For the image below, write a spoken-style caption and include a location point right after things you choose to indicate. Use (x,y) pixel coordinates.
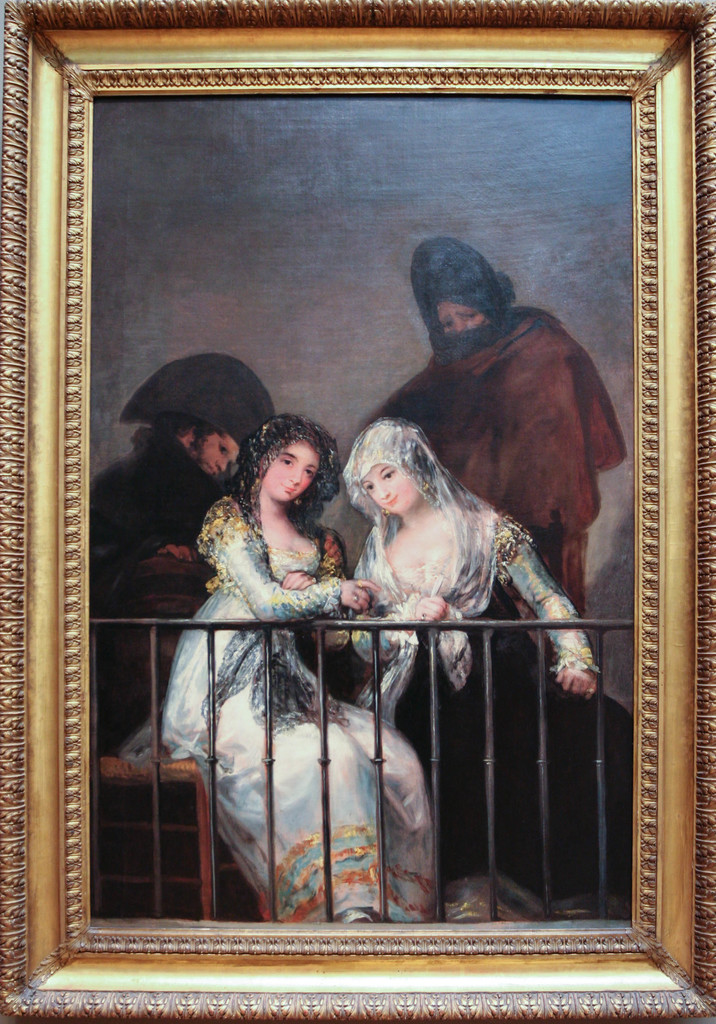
In this picture we can see a frame (67,527), in the frame (55,527) we can find few people (337,577).
